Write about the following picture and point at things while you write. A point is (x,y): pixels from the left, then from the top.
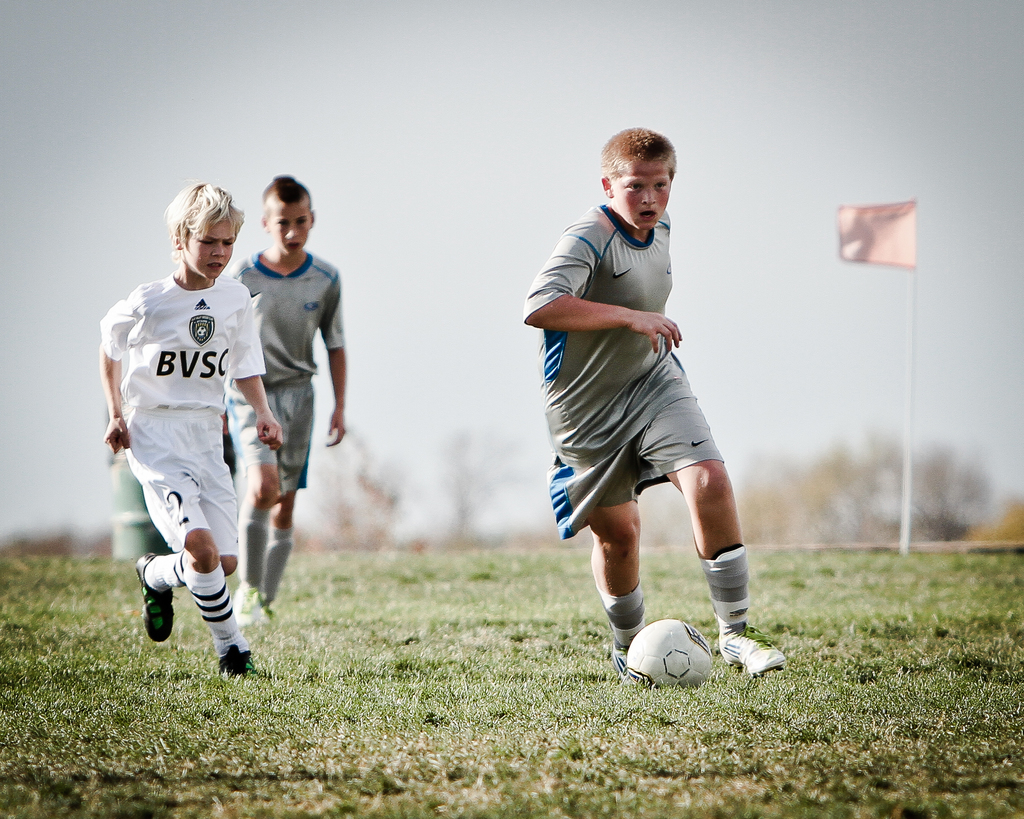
This is a picture of three sports person (165,517) who are on the field (372,640) wearing their jerseys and shoe (255,604).
